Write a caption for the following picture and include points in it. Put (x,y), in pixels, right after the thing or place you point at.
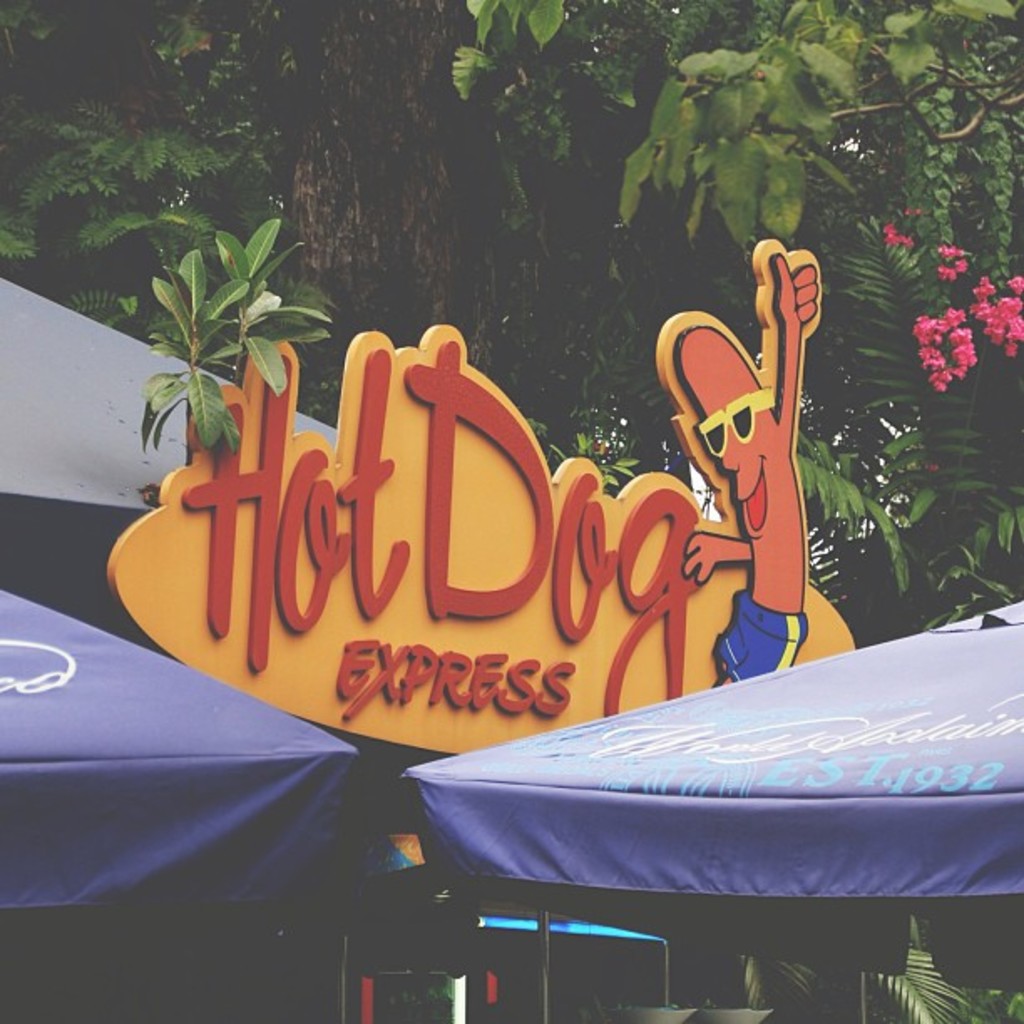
In this image, at the middle (652,576) we can see a HOT DOG EXPRESS yellow color sign board (677,661) and we can see two tents (579,799), in the background (51,140) there are some green color trees (462,104).
